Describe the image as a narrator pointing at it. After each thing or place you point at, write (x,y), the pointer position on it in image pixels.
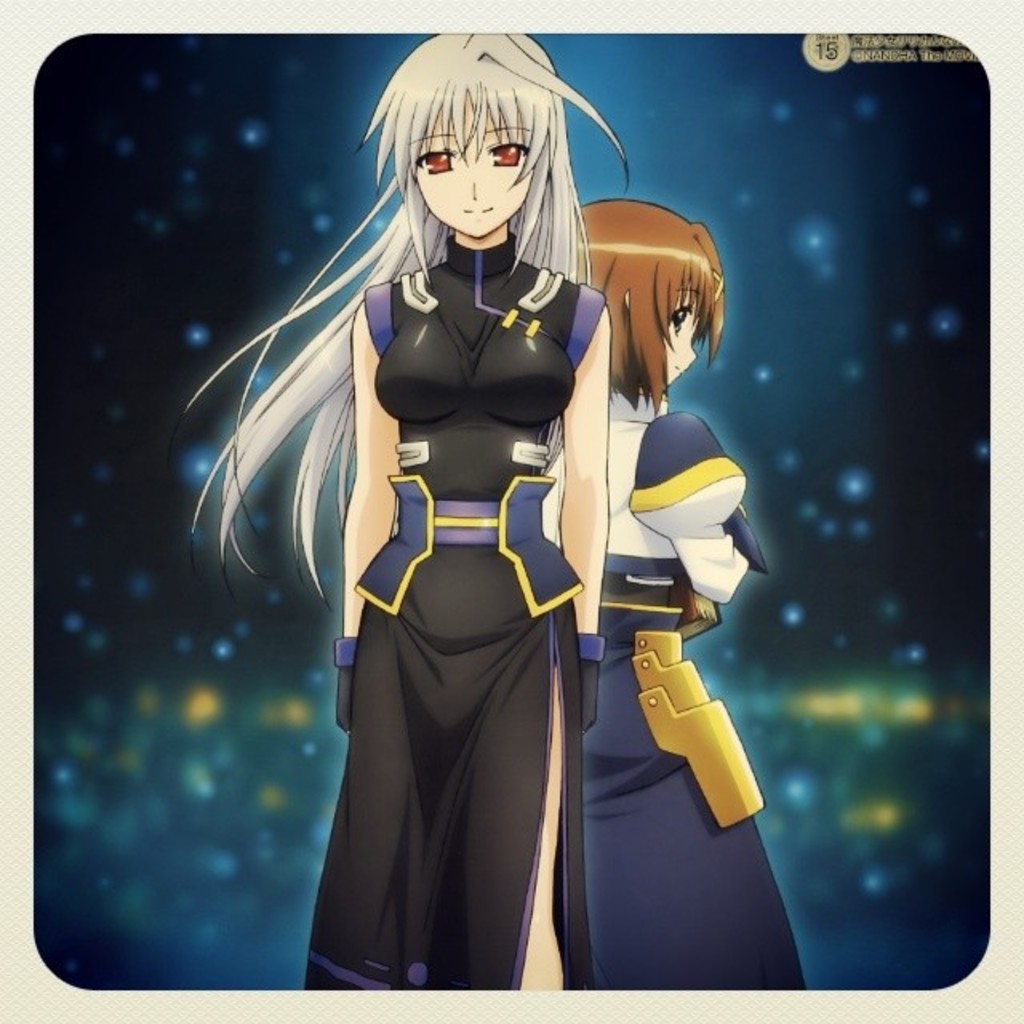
In this picture there are two cartoons (457,444) of a woman (522,695). One of the cartoon (512,552) is wearing black dress (425,537) and another is wearing blue.
